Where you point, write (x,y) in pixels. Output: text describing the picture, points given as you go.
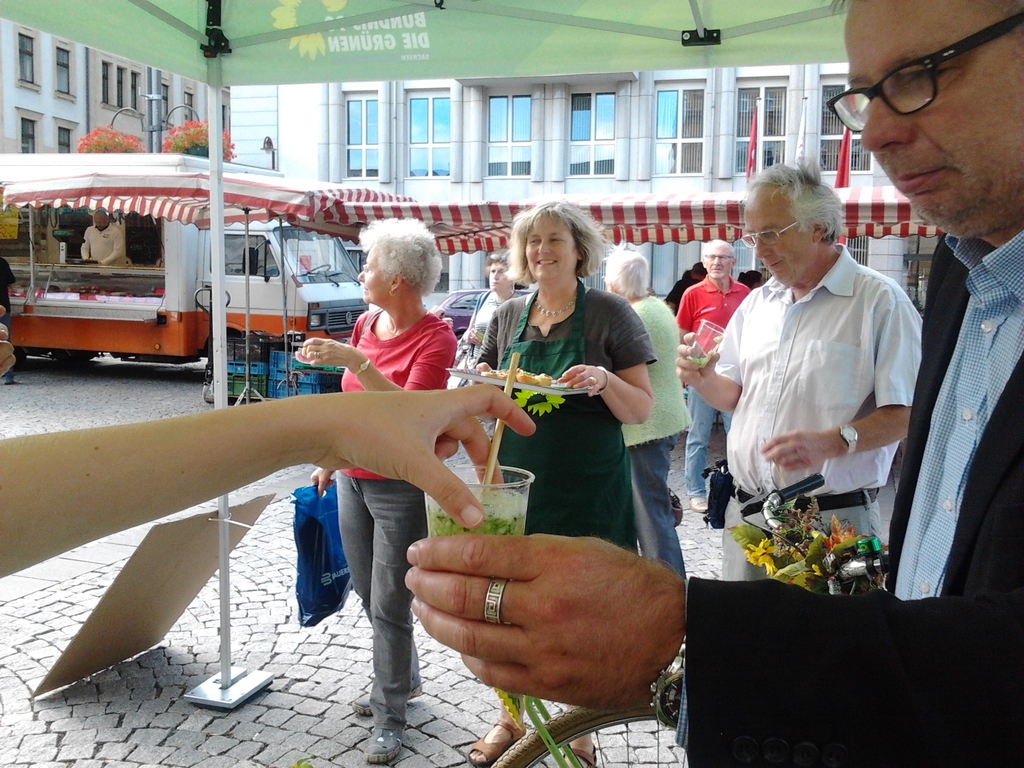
In this image there are group of people (733,460) standing together with some junk food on hands (604,625), behind them there is a food stalls (23,271) under the tent (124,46) and buildings (619,122) at back (22,304).
